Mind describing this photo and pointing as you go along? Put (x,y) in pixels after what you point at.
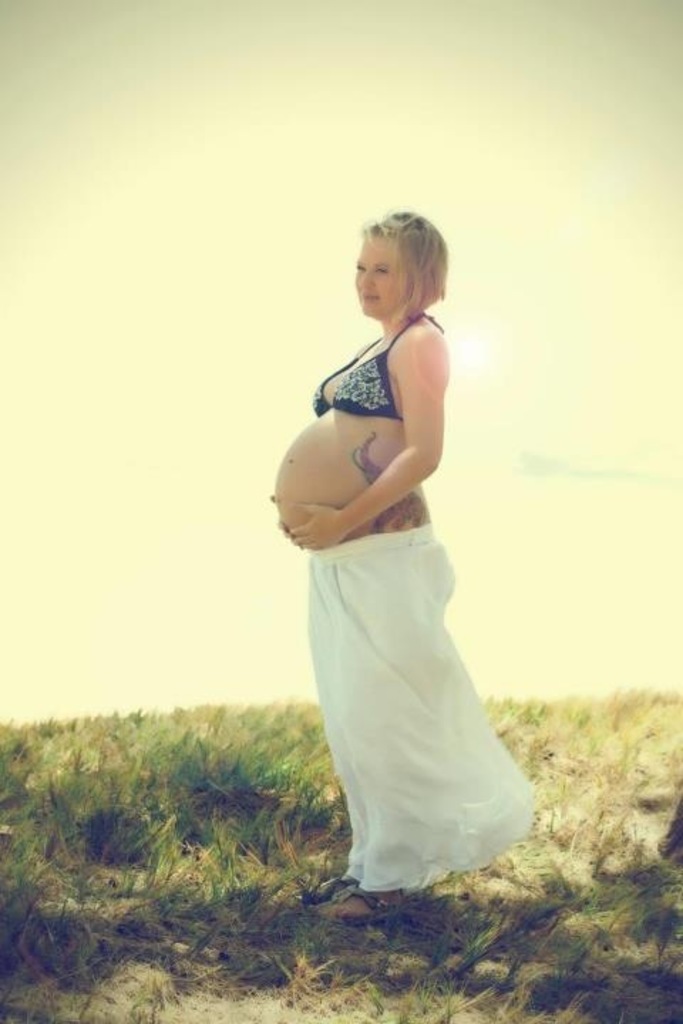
In this image I can see the person (392,416) is standing and wearing black and white color dress (419,531). I can see the grass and the sky (568,55).
